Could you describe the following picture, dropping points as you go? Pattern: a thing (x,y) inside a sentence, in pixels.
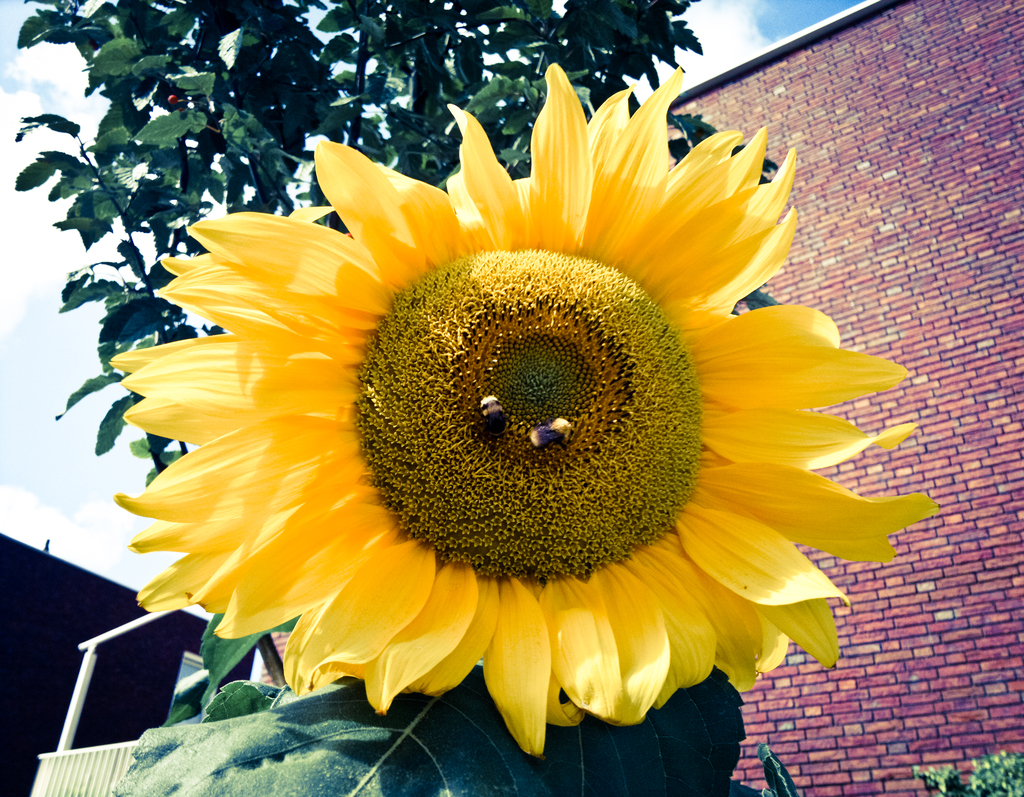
In this picture we can see the clouds (733,8) in the sky (215,207), brick wall (1022,141). This picture is mainly highlighted with a sunflower (562,520) and green leaves (245,143). We can see bees (546,432) on a flower (598,490). In the bottom right corner of the picture (1003,763) we can see the green leaves (1013,771). On the left side of the picture (139,646) it seems like a shed (29,656).
